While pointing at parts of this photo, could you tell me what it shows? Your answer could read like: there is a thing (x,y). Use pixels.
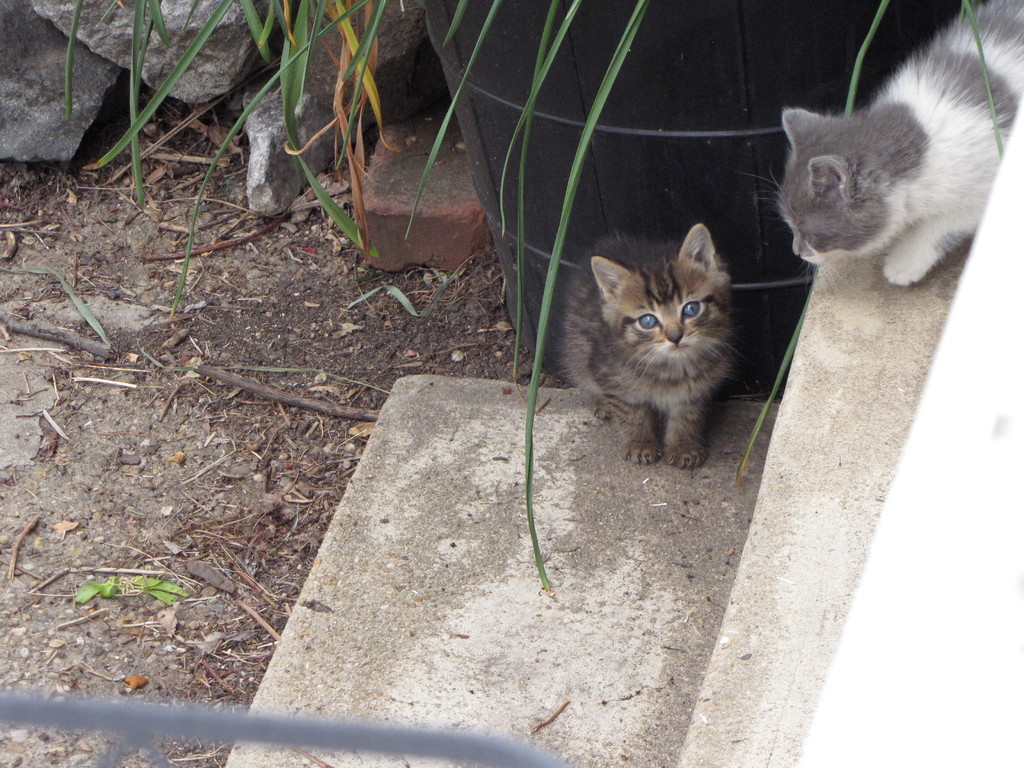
In this picture there are two cats (973,199) standing on steps (681,482) and there is a black color object (641,99), few rocks (322,49) and some other objects (348,48) in the background (214,40).
